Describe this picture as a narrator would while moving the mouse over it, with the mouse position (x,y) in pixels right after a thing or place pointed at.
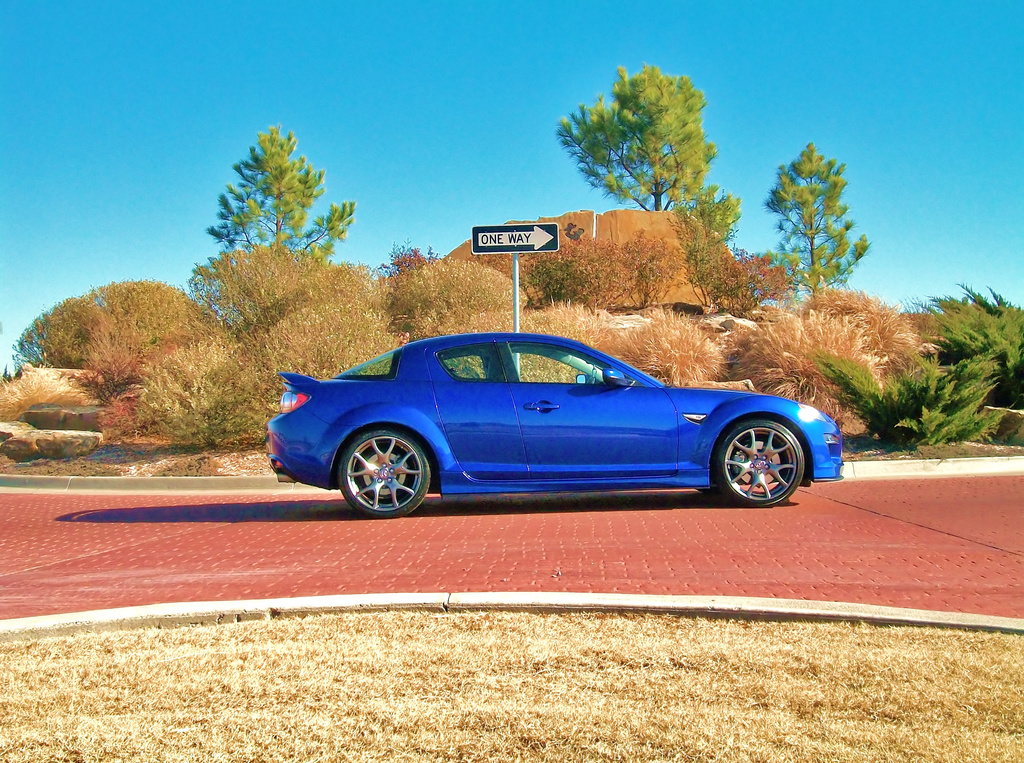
In the center of the image (396,364) we can see a car (395,460) which is in blue color. In the background (245,347) there are bushes (232,373) and trees (237,234). We can see a sign board (540,238). At the top (534,119) there is sky (413,58).
